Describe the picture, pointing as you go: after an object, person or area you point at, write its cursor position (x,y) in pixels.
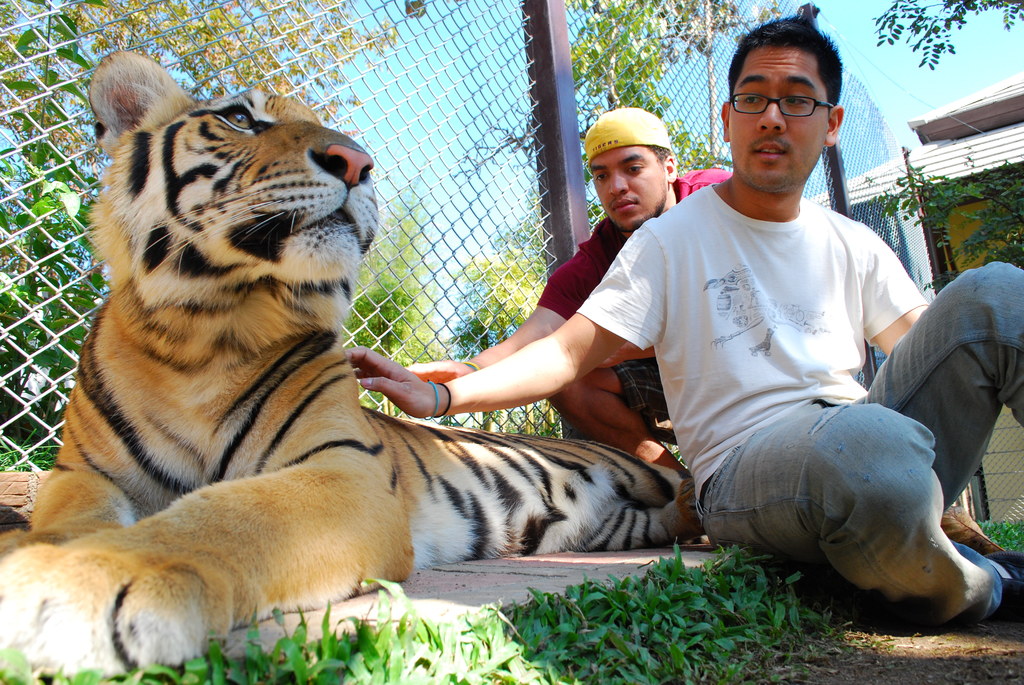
In this image we can see, there are two people (498,390) sitting on the right side (829,75), and there is a tiger (111,234) sitting on the ground (312,666).
